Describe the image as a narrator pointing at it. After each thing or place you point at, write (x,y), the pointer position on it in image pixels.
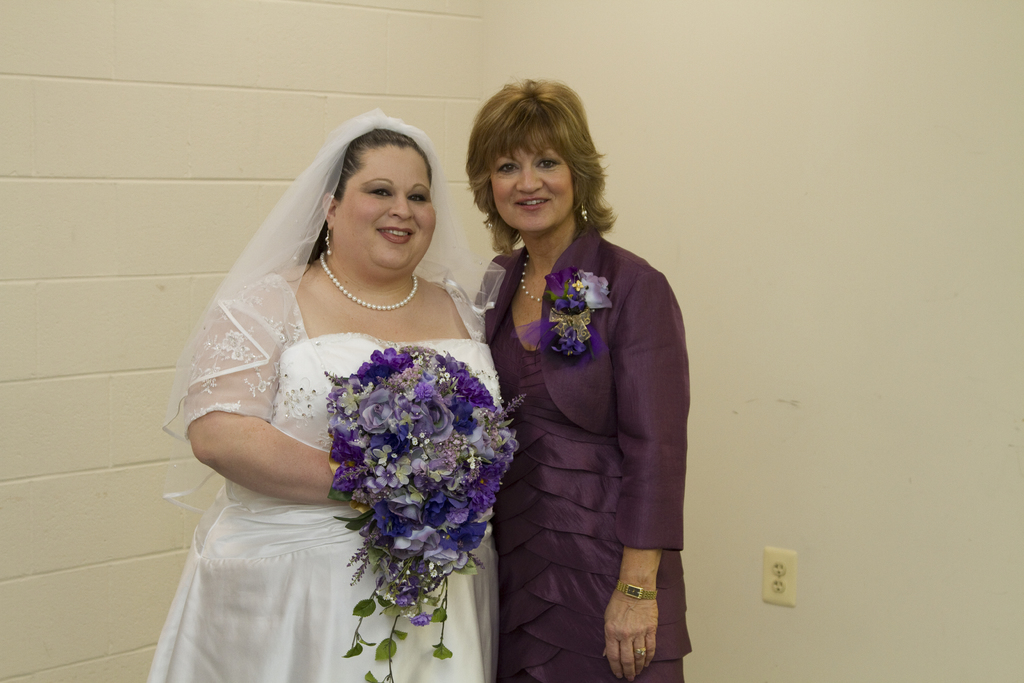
In the picture we can see two women (680,472) standing side by side and smiling and one woman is wearing a white dress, and holding a flower bouquet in her hand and another woman (666,472) is wearing a purple dress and in the background (705,481) we can see a wall (704,499) which is white in color with a switchboard (766,577).
